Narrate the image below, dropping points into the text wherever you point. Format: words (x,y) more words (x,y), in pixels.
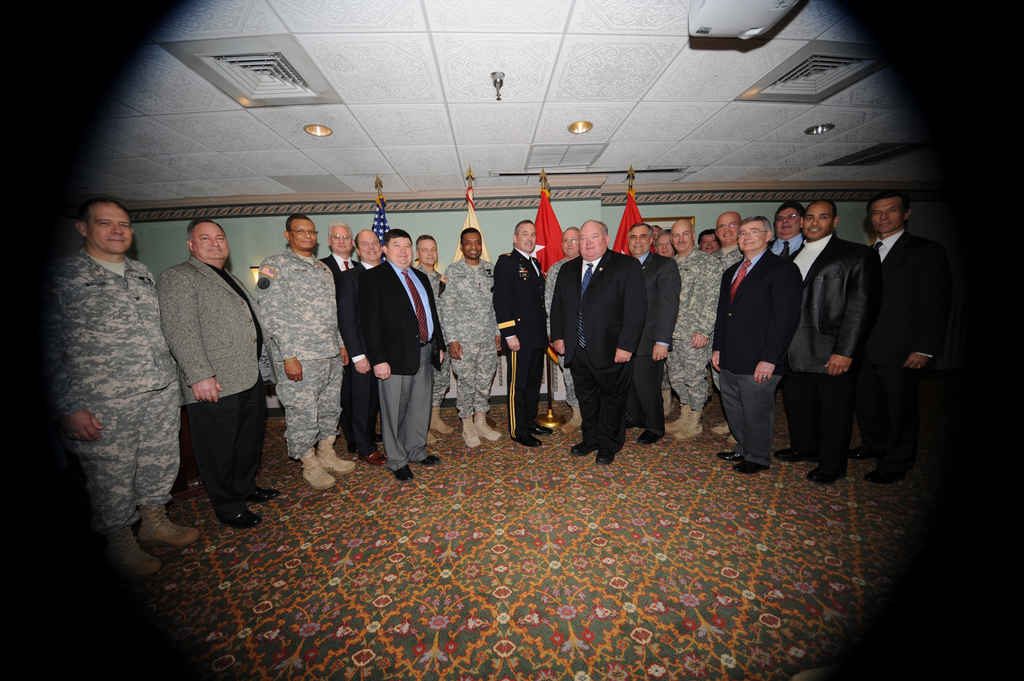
In this picture I can observe some men (507,292) standing on the floor (396,522). Some of them are wearing coats (380,305). Behind them I can observe four flags (461,239). In the background (352,231) there is a wall (491,223).
